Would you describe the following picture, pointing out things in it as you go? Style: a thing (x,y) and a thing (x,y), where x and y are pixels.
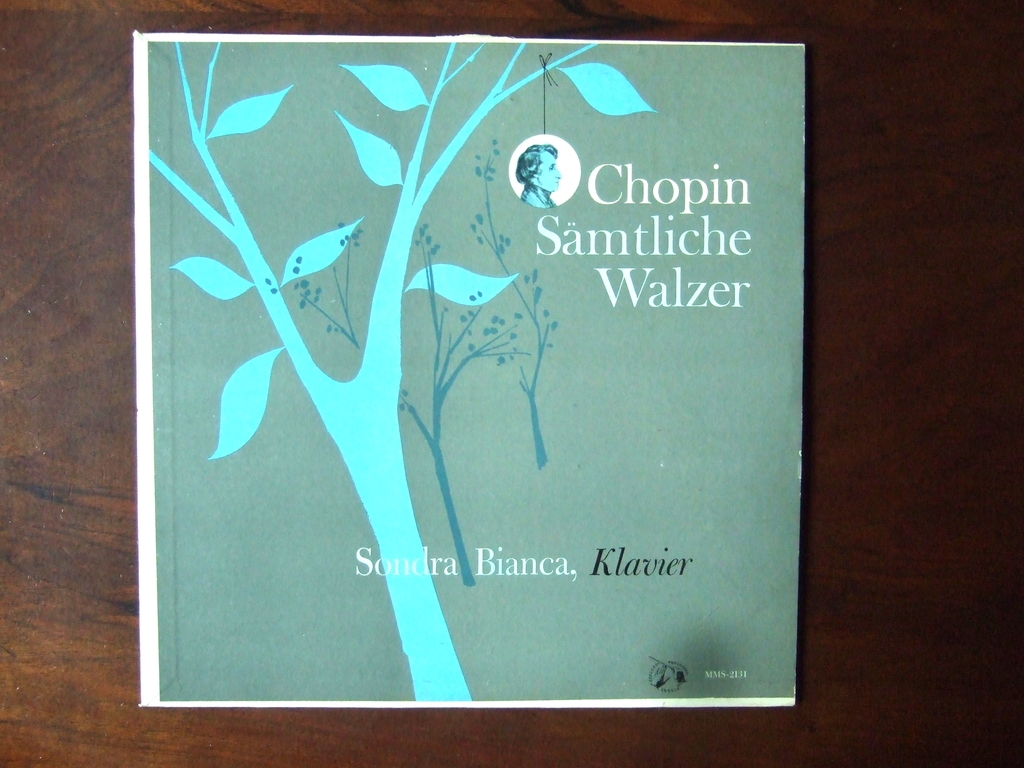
In the image there is a brown color surface (112,213). On that there is a green color poster (267,47). On the poster (316,430) there are images (413,652) of trees (381,295) and something written on it.
